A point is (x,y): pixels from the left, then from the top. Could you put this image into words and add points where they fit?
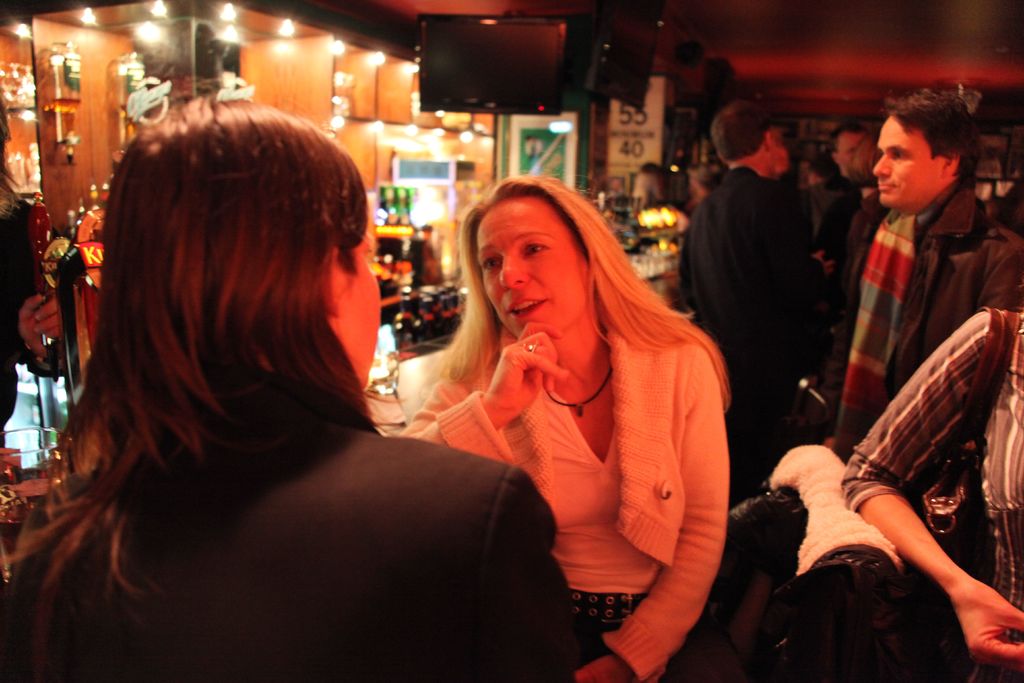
The woman (654,417) in the middle of the picture (577,421) wearing white jacket (643,479) is talking to the woman (332,640) who is wearing black blazer (207,594) in the opposite side. Behind her, we see many people (876,292) standing. Beside them, we see a table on which many alcohol bottles (429,322) are placed. In the background (159,111), we see cupboards (392,87) and we even see the lights (411,74). There is a table (440,349) on which many alcohol bottles (395,189) are placed. This picture might be clicked in the bar (310,5).
